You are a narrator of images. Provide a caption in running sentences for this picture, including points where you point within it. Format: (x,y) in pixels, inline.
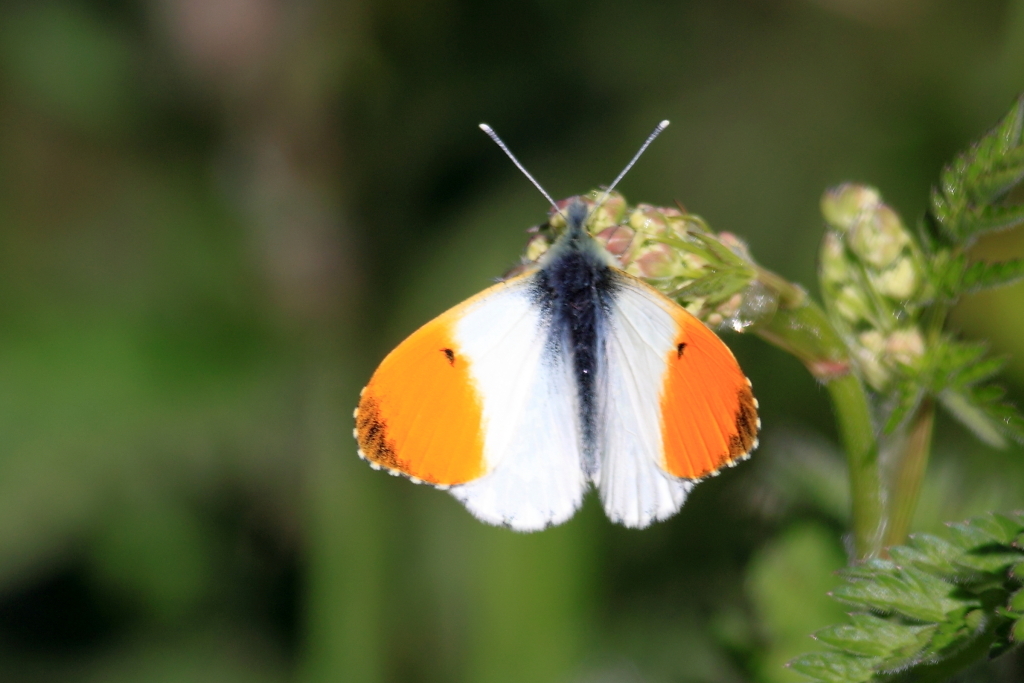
In this picture we can see a butterfly (555,440) which is in the color of orange and white. And this is plant (878,534).
